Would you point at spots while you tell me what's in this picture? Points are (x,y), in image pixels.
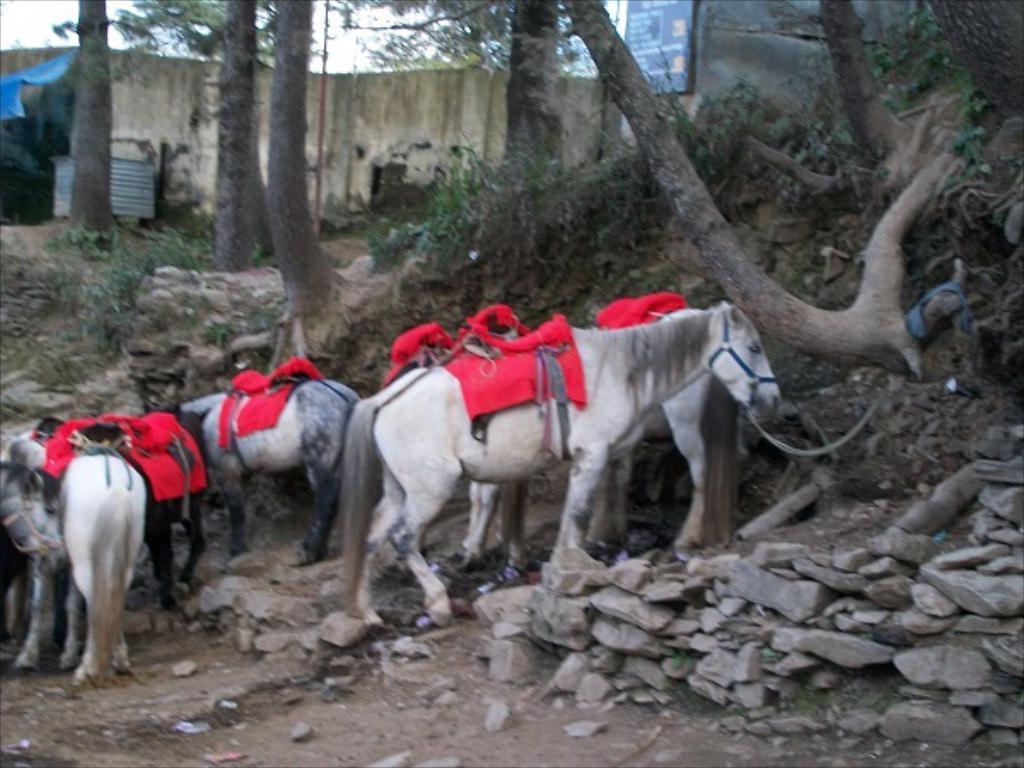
In this picture we can see many horse (519,484). On their back (596,344) we can see red color cloth (153,435). They are standing near to the stones (729,654). On the right (890,104) we can see grass (464,222) and plants (727,167). In the background (114,186) we can see a barrel (135,175) near to the wall (378,131). At the top (316,52) we can see tree (510,47) and pole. In the top right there is a banner (663,43). In the top left corner (42,20) there is a sky (50,5).
